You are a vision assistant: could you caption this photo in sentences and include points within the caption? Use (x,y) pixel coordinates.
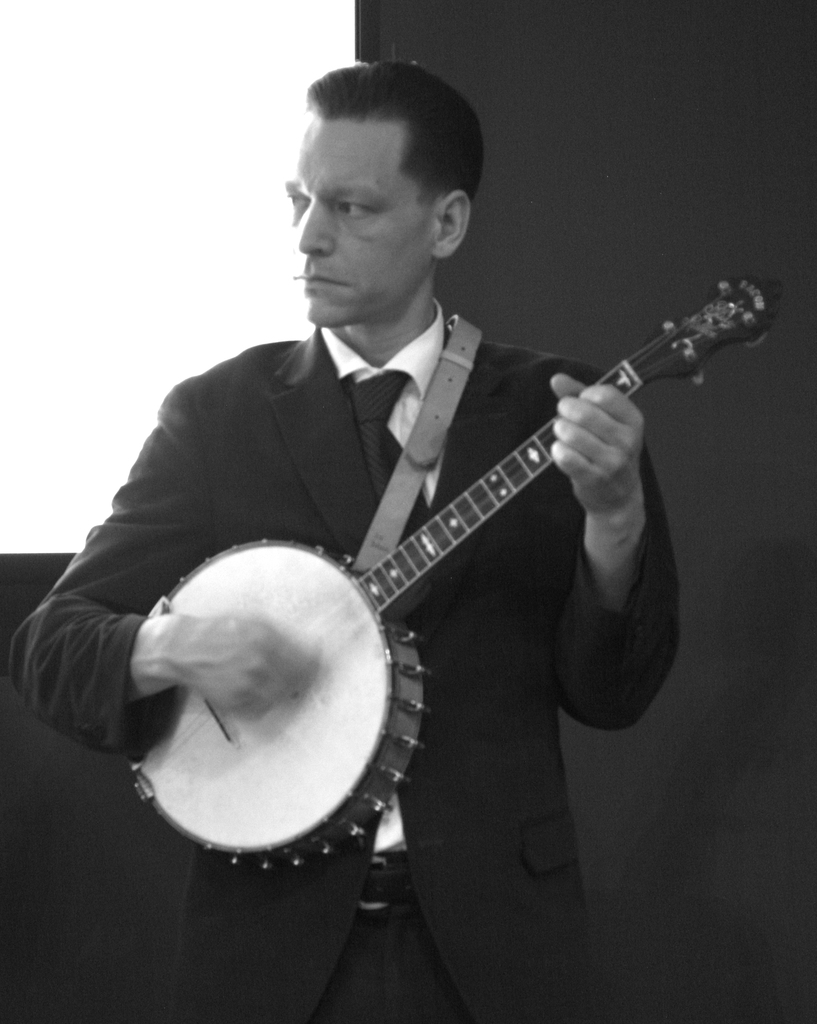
In the middle (472,648) there is a man (458,740) he wear suit (223,455), white shirt (431,368), tie (372,426) and belt (387,886), he is playing musical instrument (428,558). he is staring at something.
